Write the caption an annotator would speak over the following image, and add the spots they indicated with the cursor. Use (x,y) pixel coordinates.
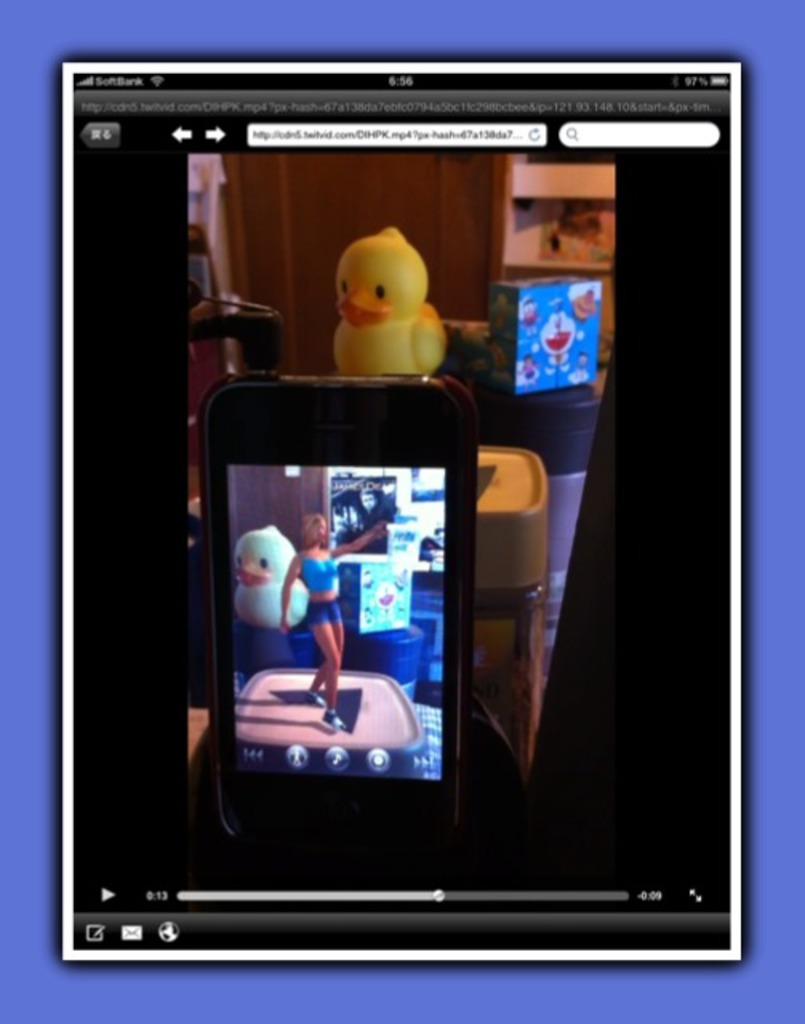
In this image I can see the digital (190,535) screen. I can see the mobile (405,523) in which I can see a picture (342,695) of a woman (335,572) wearing blue dress (329,580) is standing and a duck doll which is white in color and in the background (366,251) I can see a duck (390,258) which is yellow and orange in color, a box (561,360) which is blue in color and in the background (485,209) I can see the door (376,183) which is brown in color and the wall (566,176) which is cream in color and few other objects (568,206).
